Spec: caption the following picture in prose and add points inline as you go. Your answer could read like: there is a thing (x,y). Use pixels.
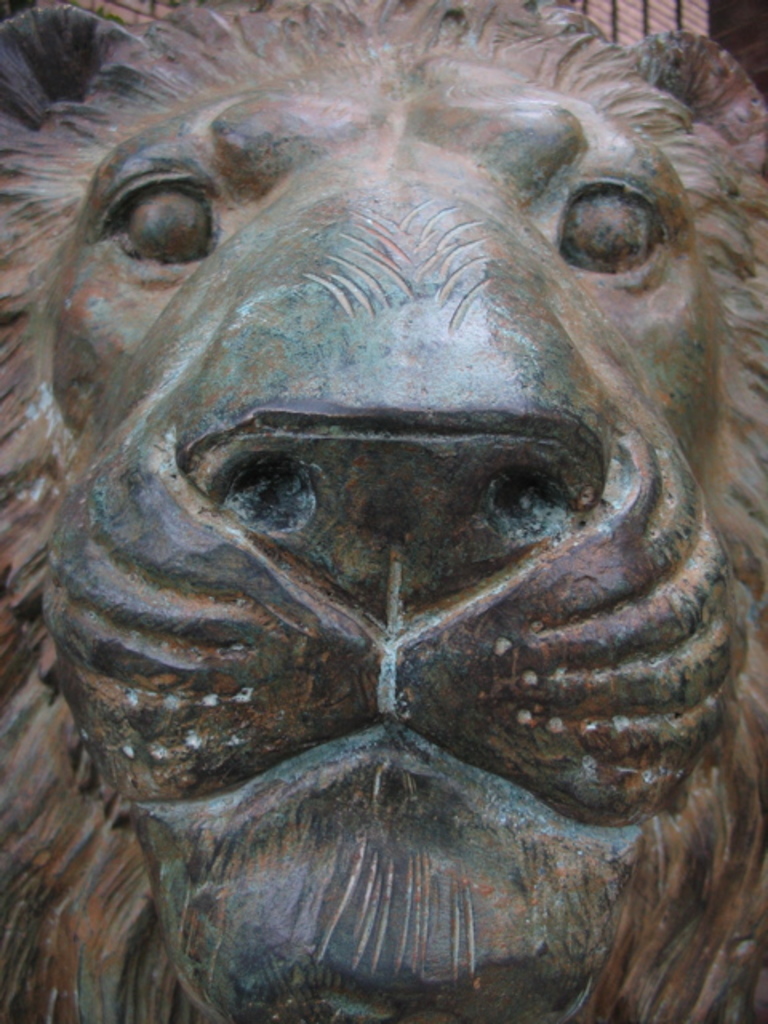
In this image, we can see a statue (357,399) of a lion (381,451).
